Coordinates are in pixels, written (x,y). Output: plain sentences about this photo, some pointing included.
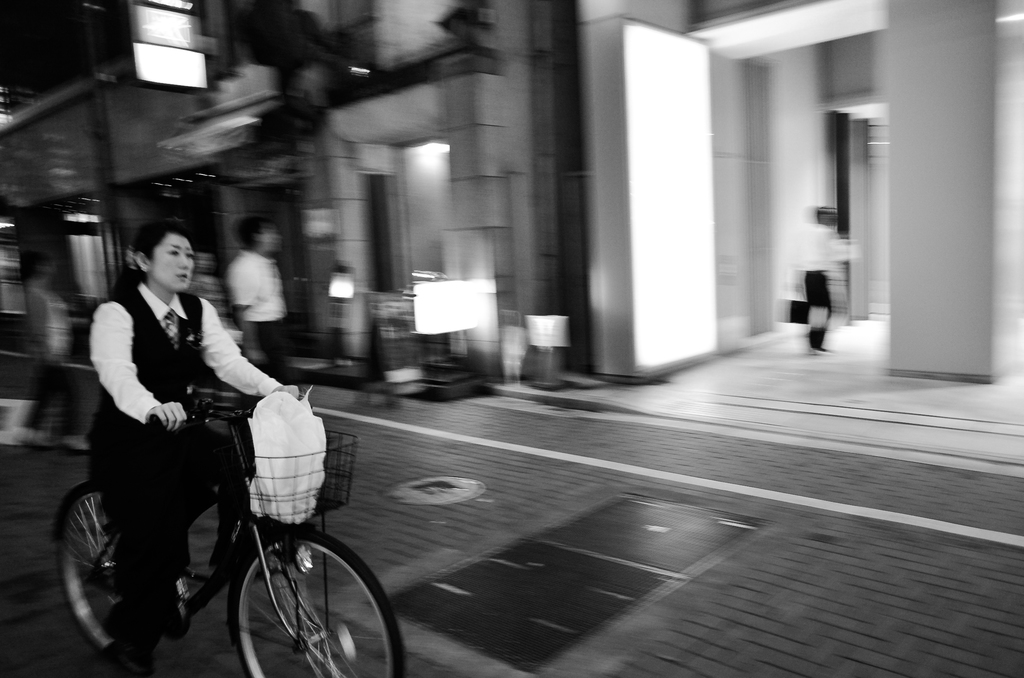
this picture shows a woman (177,499) riding bicycle (248,503) and we see a man (807,229) walking into the building (751,184) and we see a man (249,312) standing and we see a hoarding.
